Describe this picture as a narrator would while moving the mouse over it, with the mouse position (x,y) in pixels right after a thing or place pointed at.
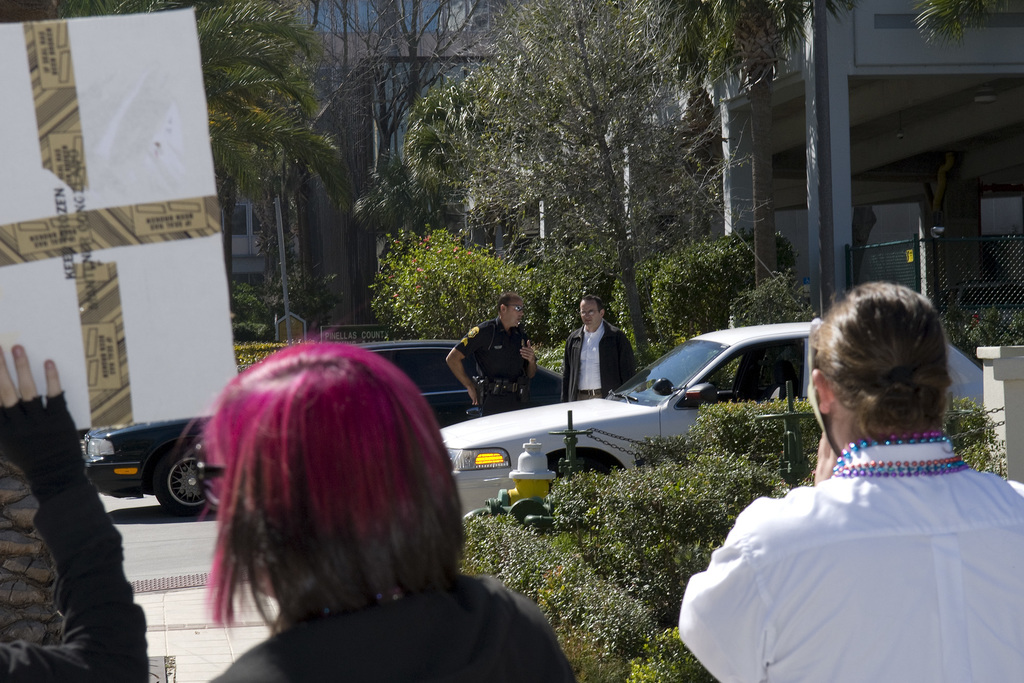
In this image I can see two persons (832,368), the person (868,359) at right (850,620) wearing white color shirt (761,561). Background (582,424) I can see two vehicles (450,342), one is in black color and the other is in white color. I can see two persons (603,350) standing and trees (489,175) in green color.
